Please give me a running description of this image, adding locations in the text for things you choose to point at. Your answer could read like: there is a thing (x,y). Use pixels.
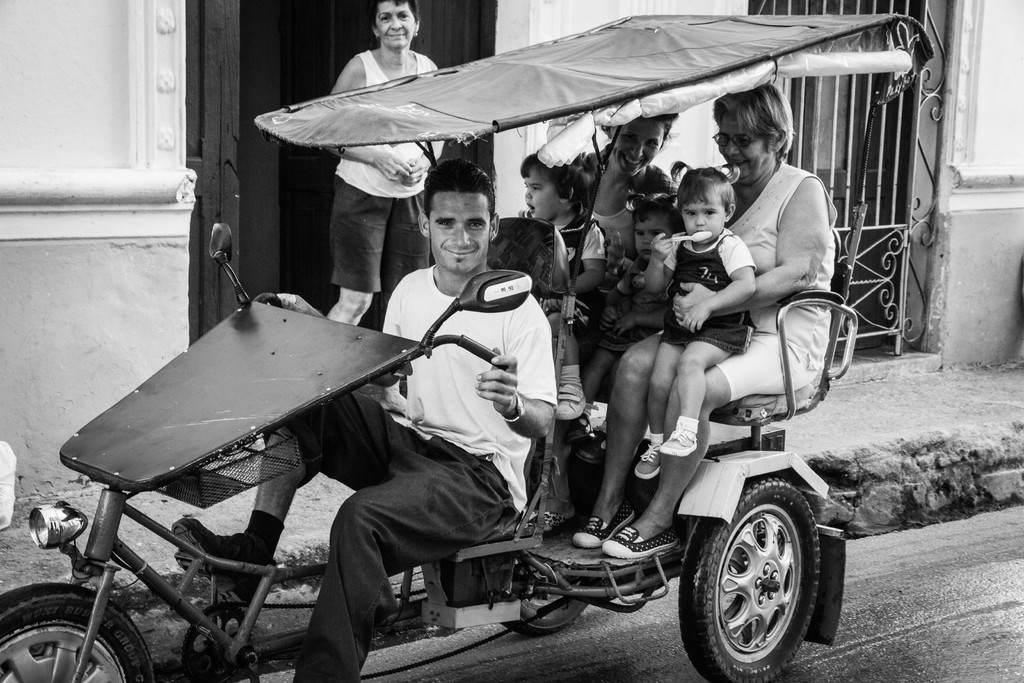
This is a black and white image, where in the middle (364,351) there is a vehicle (728,511) with light (38,515) and handle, a man (437,419) in the middle (360,396) is driving that vehicle (496,365), is smiling and back side there are two women (735,150) and three kids (642,204), one woman (404,193) standing back side of that vehicle (522,112) beside that woman (411,208) there is an iron gate (843,241). This vehicle (712,545) has light (63,544) and wheels (114,629).
